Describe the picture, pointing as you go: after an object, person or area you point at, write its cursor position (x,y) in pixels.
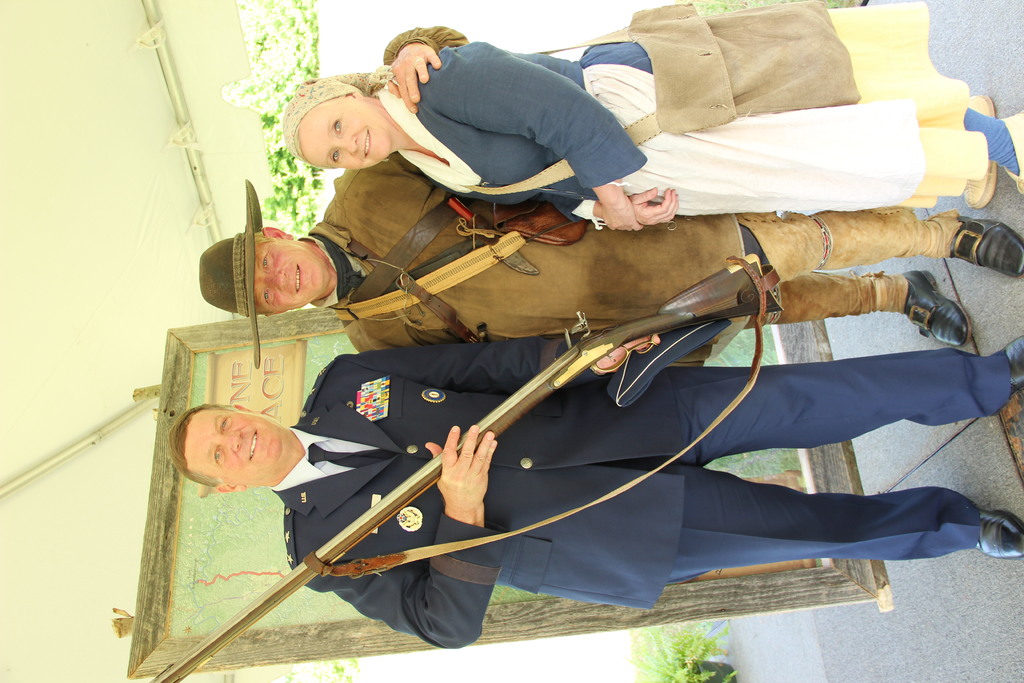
In this image three persons (703,472) are standing on the floor (1006,301). Middle of image (582,272) there is a person (321,295) wearing a cap (205,262). Beside him there is a person (567,476) wearing uniform (540,497) and he is holding a gun (632,325) in his hand (455,439). Top of image (578,166) a woman (754,147) is carrying a bag (835,72). They are under a tent (87,399). Behind it there are few trees (311,178). Bottom of image (673,662) there is a pot (708,681) having a plant (672,664).
